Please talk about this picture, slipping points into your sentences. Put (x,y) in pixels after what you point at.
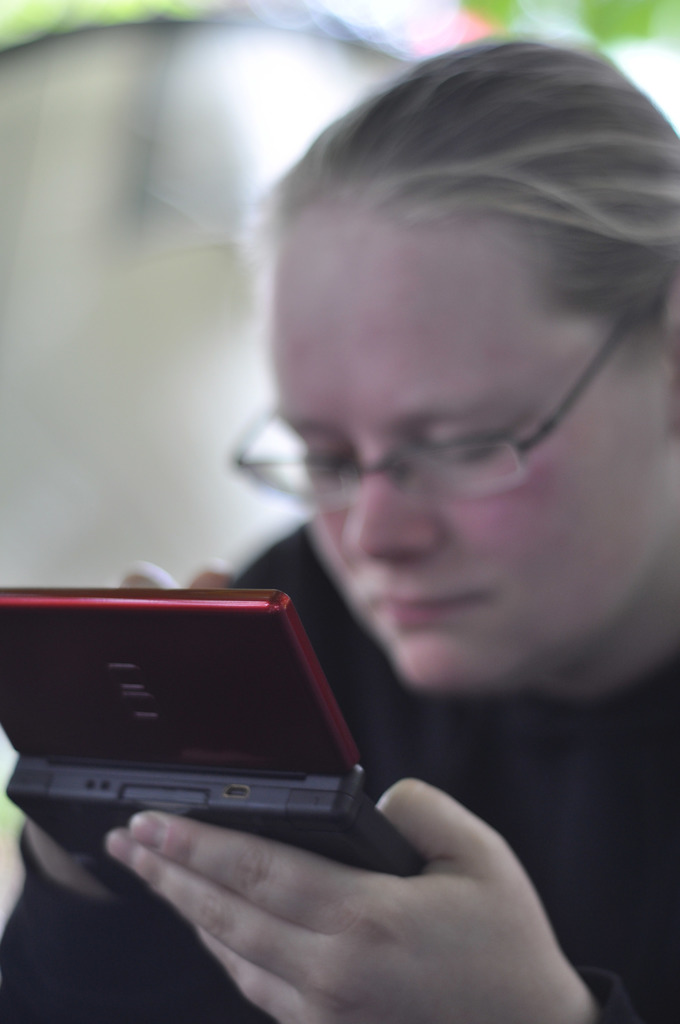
In this image we can see a person (475,657) wearing black color dress (531,839) and spectacles (434,472) holding handheld game console (195,760) in her hands (344,936) and operating.
